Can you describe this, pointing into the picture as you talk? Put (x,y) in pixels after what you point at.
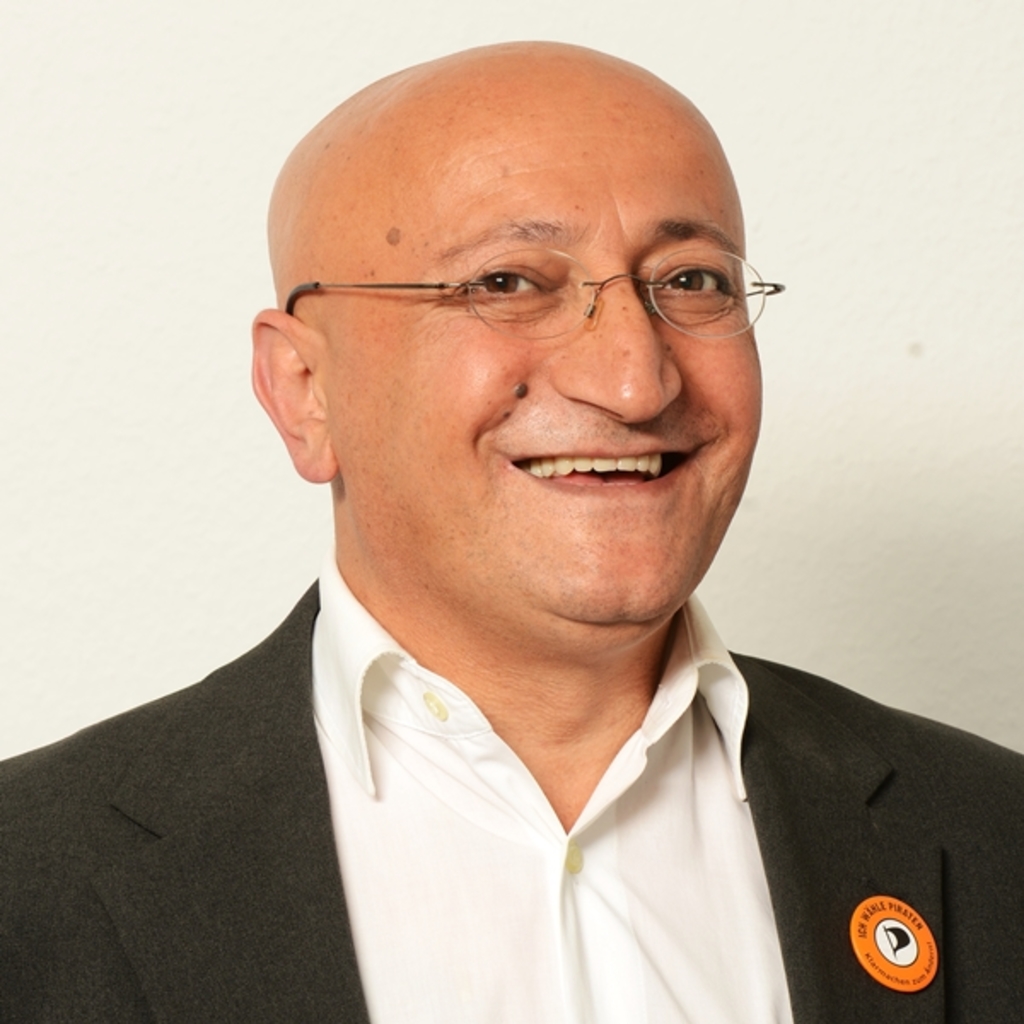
The picture consists of a man (612,900) wearing black suit (952,981) and spectacles (545,296), he is smiling. In the background (113,94) it is wall (161,244).
